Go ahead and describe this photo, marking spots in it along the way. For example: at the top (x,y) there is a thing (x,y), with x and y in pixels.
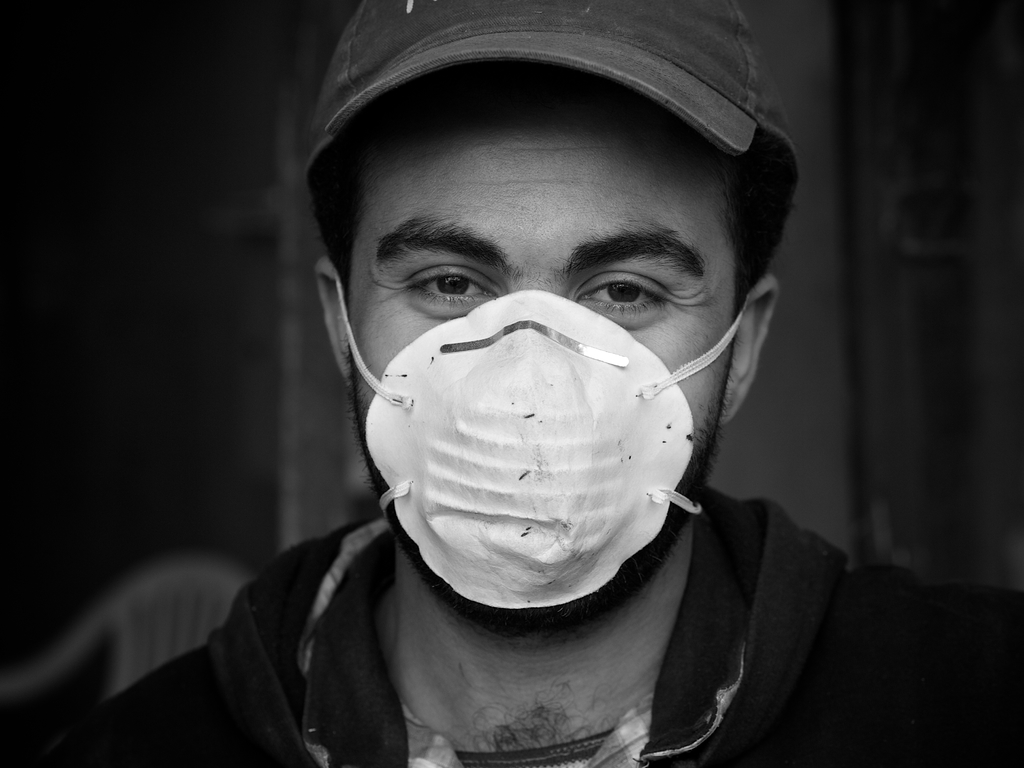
In the picture we can see a man (437,182) wearing a black clothes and a mask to the nose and mouth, which is white in color and he is also wearing a cap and in the background (894,406) we can see a wall (184,142).
